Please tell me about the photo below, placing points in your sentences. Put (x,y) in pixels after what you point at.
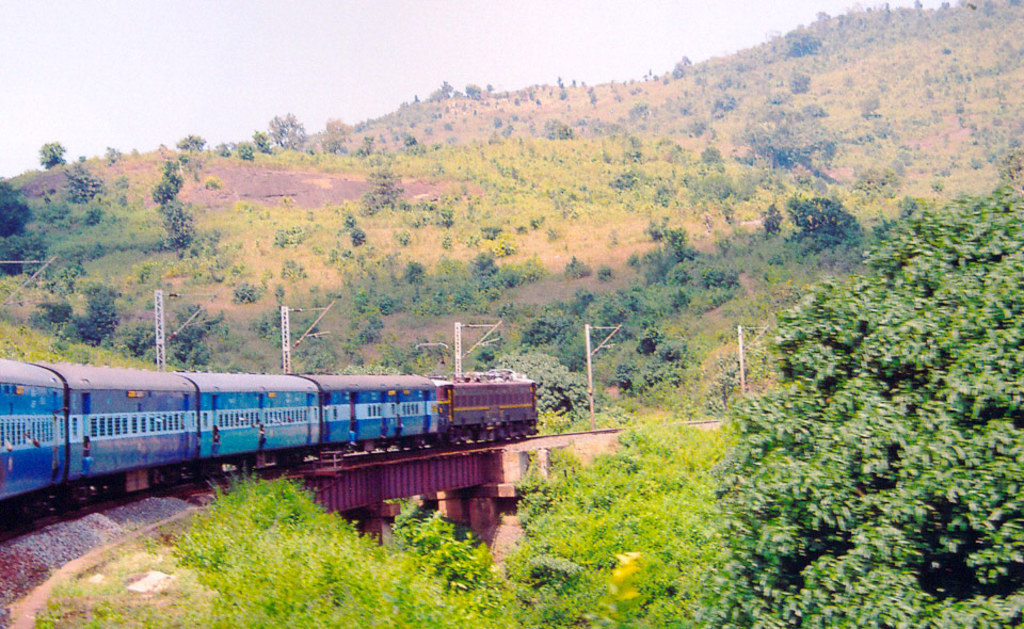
This is the picture of a train (279,421) which is on the train track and around there are some mountains (415,212) on which there are some trees (991,235) and plants (403,524).
